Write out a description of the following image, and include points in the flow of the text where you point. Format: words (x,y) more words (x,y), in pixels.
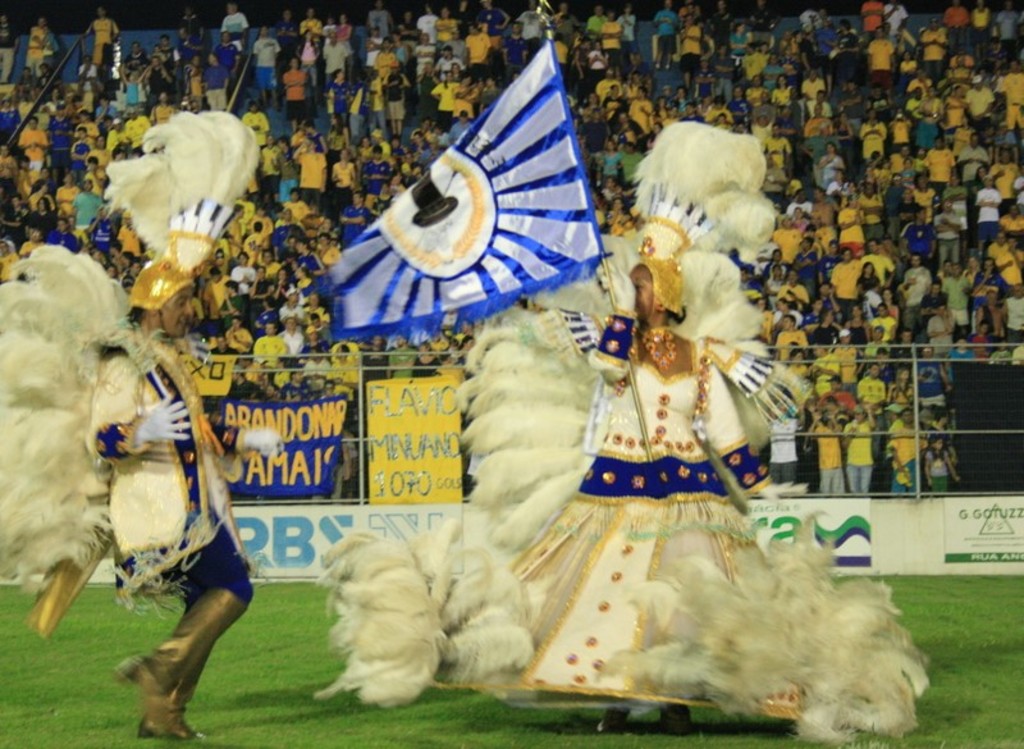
In the image we can see there are people (445,537) wearing costumes (154,495), gloves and it looks like they are dancing, and the right side person (579,457) is holding a flag (559,229). Here we can see the audience (827,196), standing and they are wearing clothes (914,115). Here we can see the poster (861,557) and text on the poster (858,540).
